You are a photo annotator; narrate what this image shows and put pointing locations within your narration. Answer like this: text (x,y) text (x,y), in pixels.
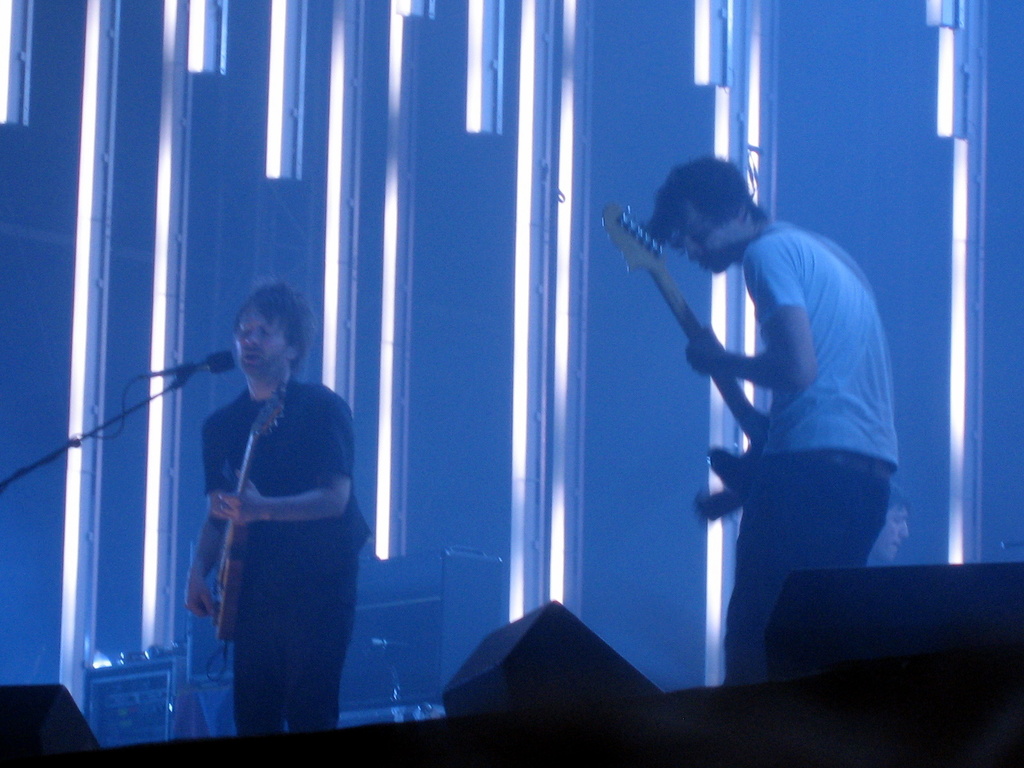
Here in this picture we can see two men (244,687) standing on the stage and both of them are playing guitars (230,582) present in their hands (248,502) and the person (277,515) on the left side (215,496) is singing song in the microphone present in front of him and behind them we can see other speakers (416,607) and musical instruments (404,601) present and in the front (60,743) we can see speakers (0,748) present and behind them we can see lights (336,59) and iron frame (302,96) present.
